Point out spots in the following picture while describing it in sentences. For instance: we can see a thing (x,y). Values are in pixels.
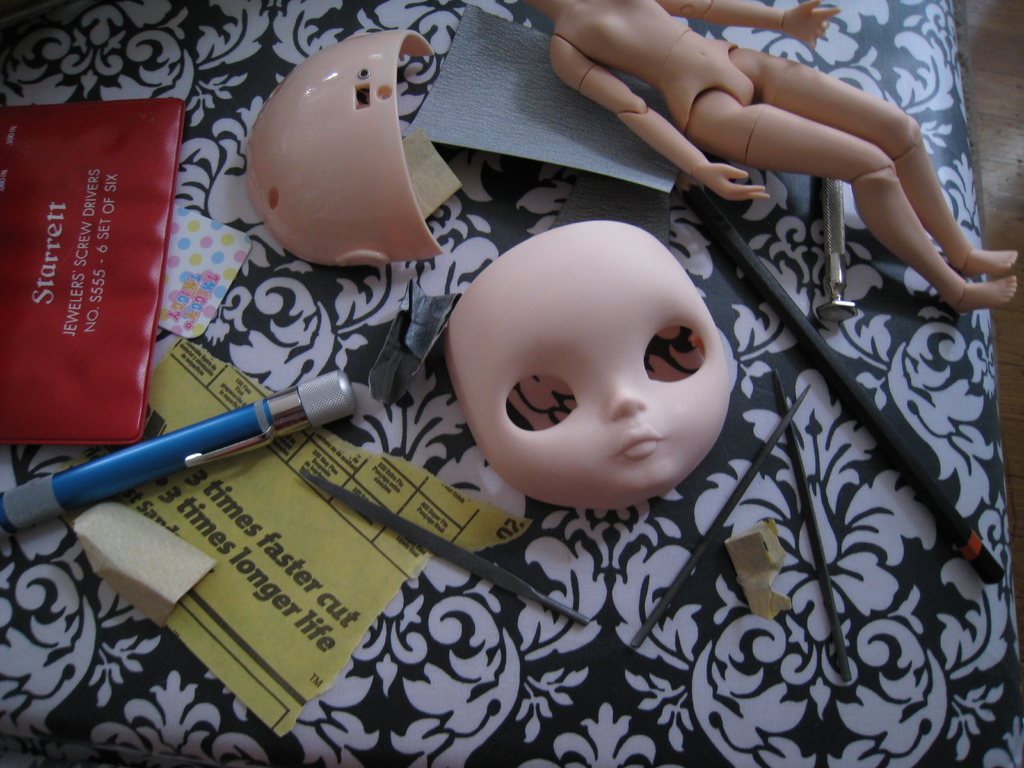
In this image I can see the doll (932,248), pen (915,458), papers (234,654), few parts (642,426) of doll (925,161) and few objects (738,560) on the black and white color surface (852,604).
